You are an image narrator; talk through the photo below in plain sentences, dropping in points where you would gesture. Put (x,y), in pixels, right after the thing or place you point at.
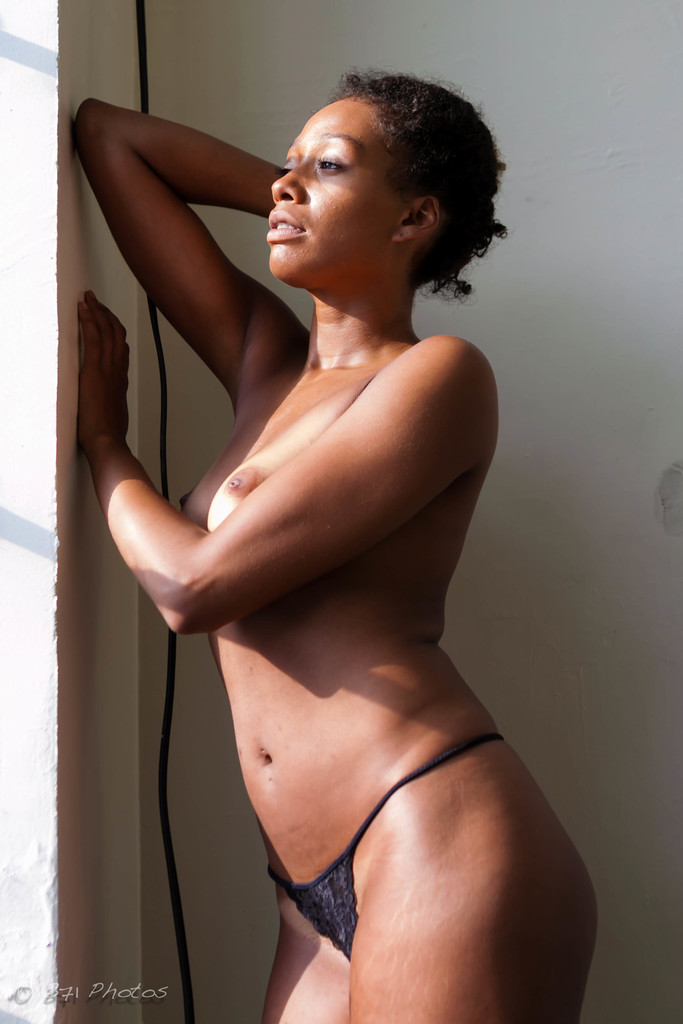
In this image I can see a person (285,494) standing and wearing black underwear (323,912). Back I can see the white wall (615,326).
